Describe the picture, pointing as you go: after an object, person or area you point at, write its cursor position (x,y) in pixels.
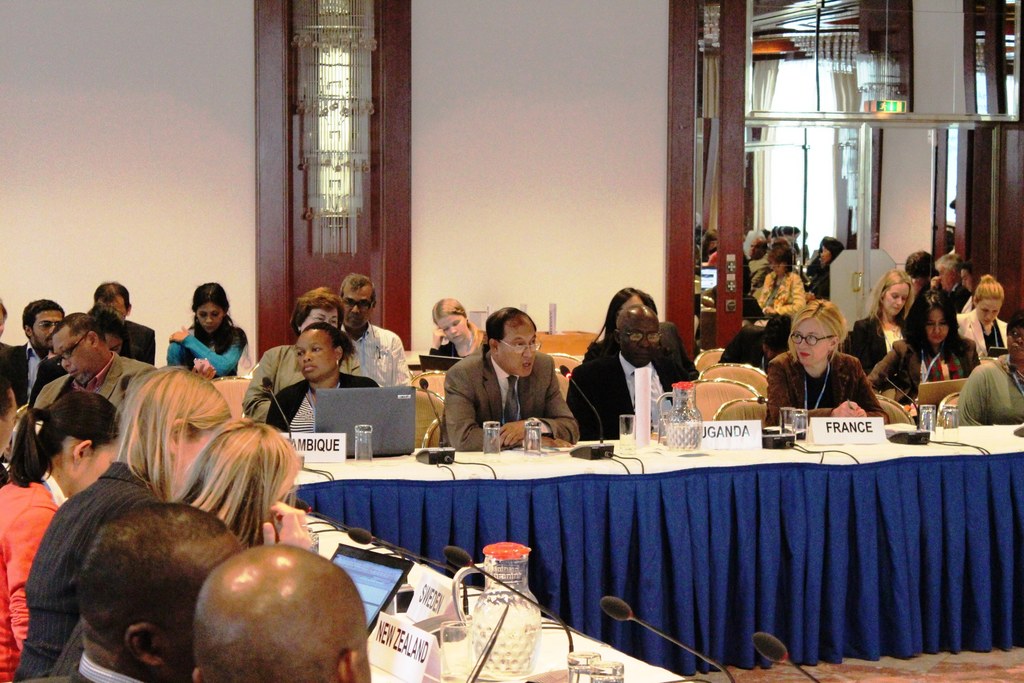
in this image I see number of people (758,344) who are sitting on chairs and I see tables (400,479) over here on which there are laptops (411,434), glasses (495,438) and name boards (411,640) and I see 2 jars (483,647) and I can also see few mics (598,410). In the background (159,83) I see the wall (530,203) and I see the mirror (815,185) over here.
